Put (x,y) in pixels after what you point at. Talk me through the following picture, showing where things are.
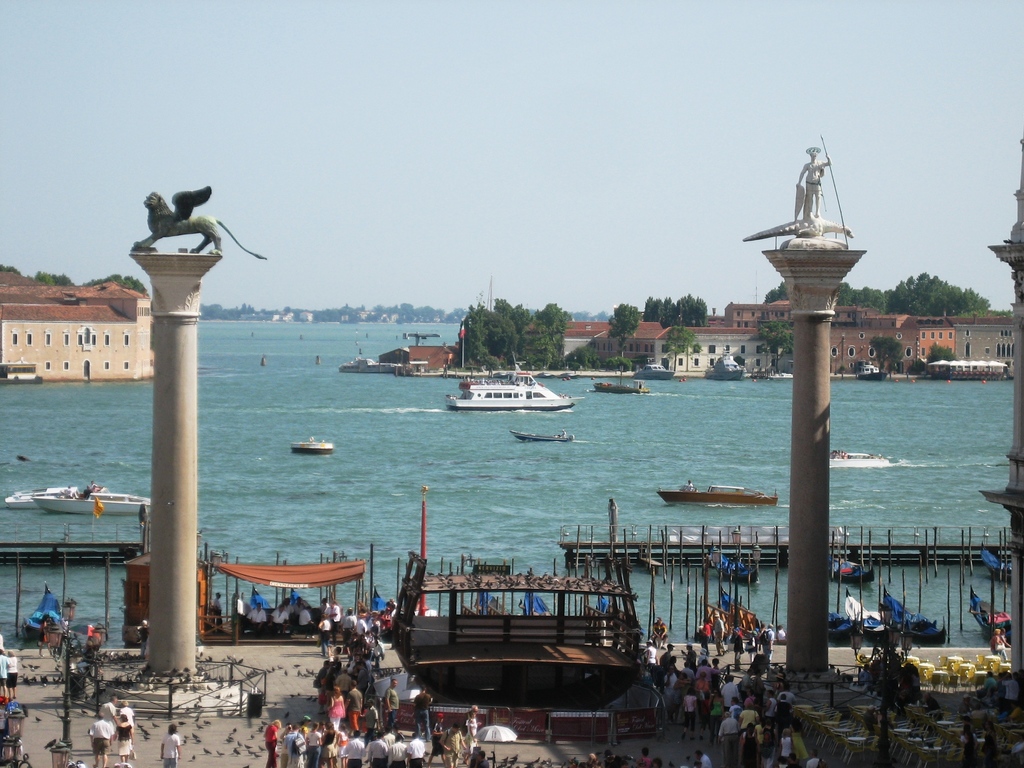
In this picture I can see the buildings (445,351) and trees (674,307). In the center (655,364) I can see many boats (520,437) on the water (437,405). At the bottom (317,758) I can see many people (125,714) were standing near to the boat (603,685) and fencing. At the top (471,112) there is a sky (281,88).
